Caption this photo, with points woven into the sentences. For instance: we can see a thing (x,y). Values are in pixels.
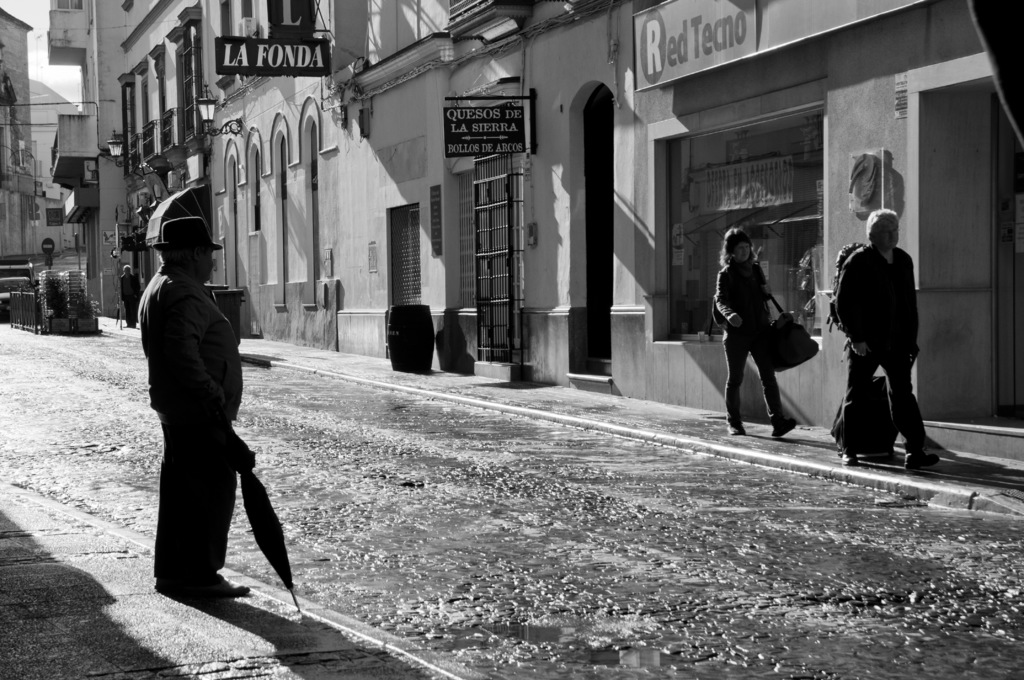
Here in this picture, on the left side (231,419) we can see a person (180,309) standing on the road (129,358) and we can see he is carrying an umbrella (253,502) and wearing a hat (165,245) and on the right side (770,314) we can see a man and a woman (756,362) walking on the road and both of them are carrying luggage bags (782,358) and beside them we can see buildings (642,310) and stores (457,208) with windows (309,249) and doors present over there and we can also see hoardings (459,137) and banners (667,81) present and we can also see lamp posts (113,156) present.
